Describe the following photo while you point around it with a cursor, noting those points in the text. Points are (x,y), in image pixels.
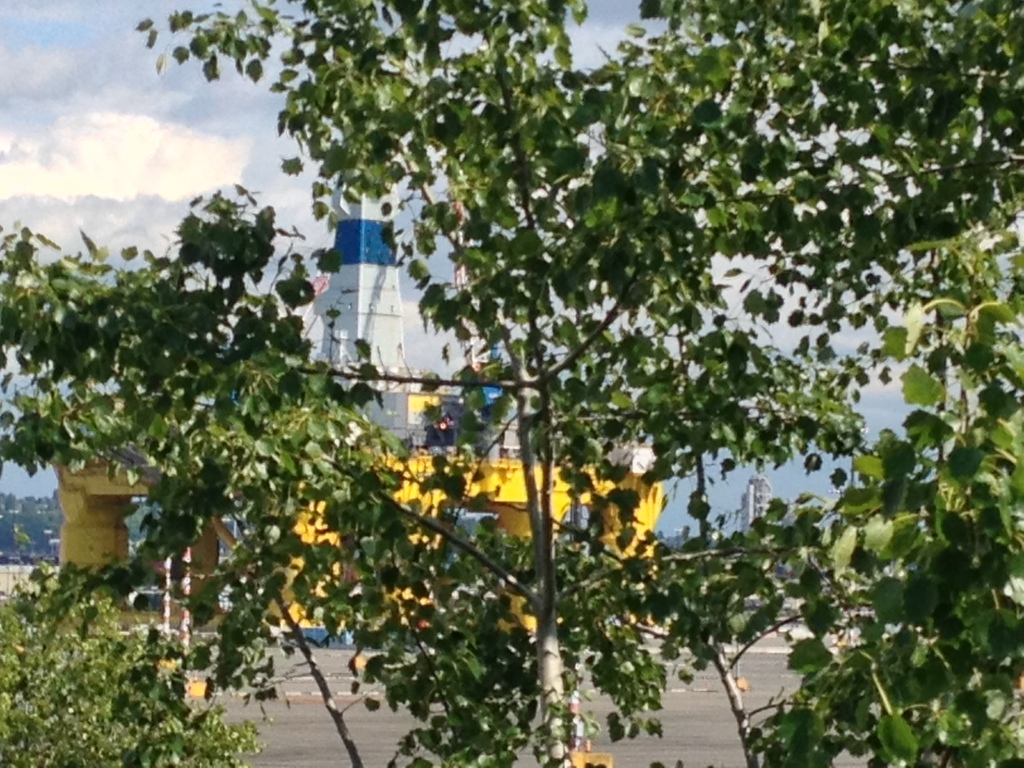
This image is taken outdoors. At the top of the image (88,121) there is the sky (126,152) with clouds (139,143). At the bottom of the image (309,717) there is a road (666,718). In the middle of the image (641,281) there is a tree (627,610) with green leaves (501,683), stems (466,547) and branches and there are two plants (929,695). In the background (512,491) there is a machinery (121,519) on the floor (344,656).
